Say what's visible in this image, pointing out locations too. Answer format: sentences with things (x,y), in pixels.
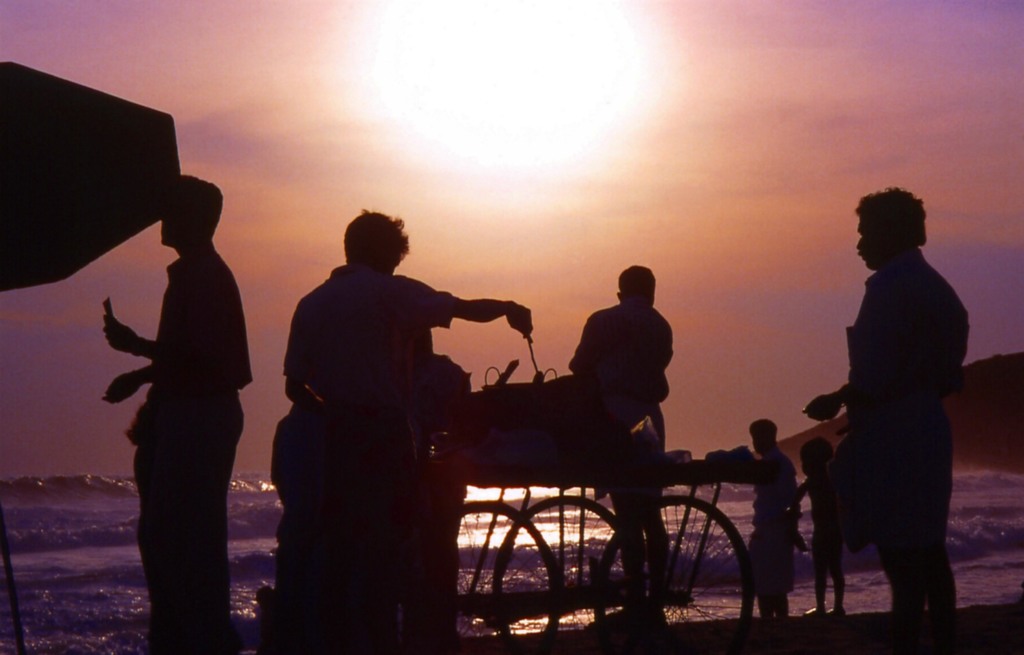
This picture shows few people (624,306) standing and we see a cart (560,432) and we see a man (378,528) cooking on it and we see water (679,577) and sunlight (503,171) in the sky (503,171).
